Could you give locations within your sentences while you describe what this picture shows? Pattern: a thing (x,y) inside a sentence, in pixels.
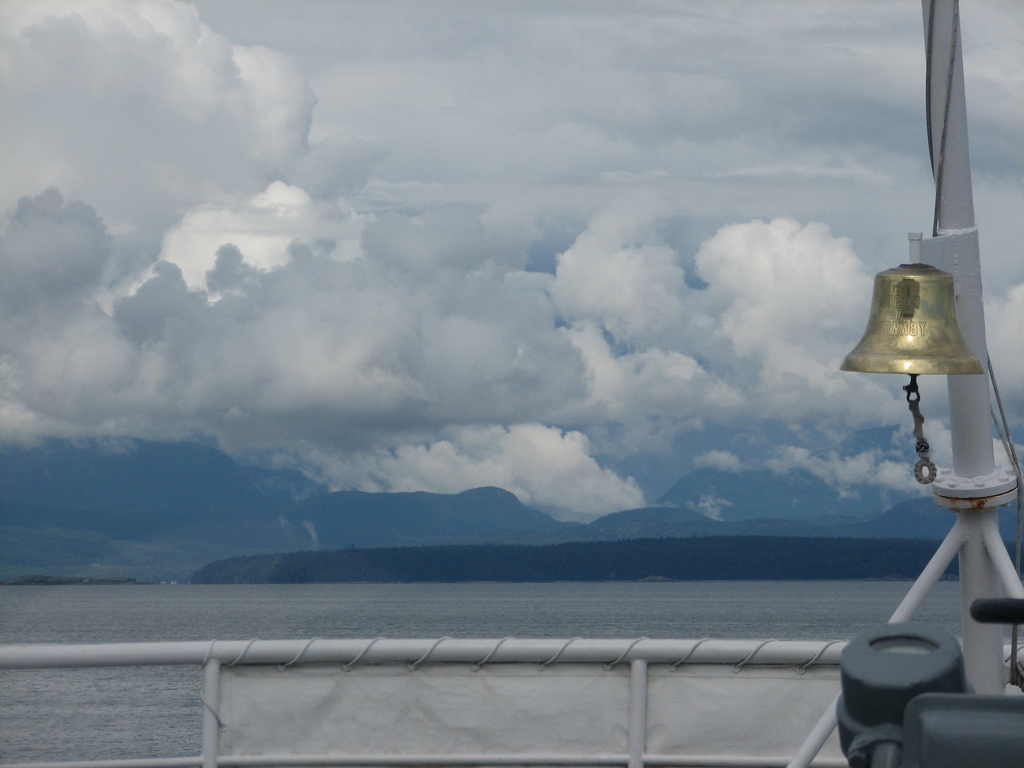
In this picture we can see rods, pole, bell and some objects (904,650) and in the background (756,623) we can see water (762,605), mountains (701,544) and sky (614,337) with clouds (614,305).
